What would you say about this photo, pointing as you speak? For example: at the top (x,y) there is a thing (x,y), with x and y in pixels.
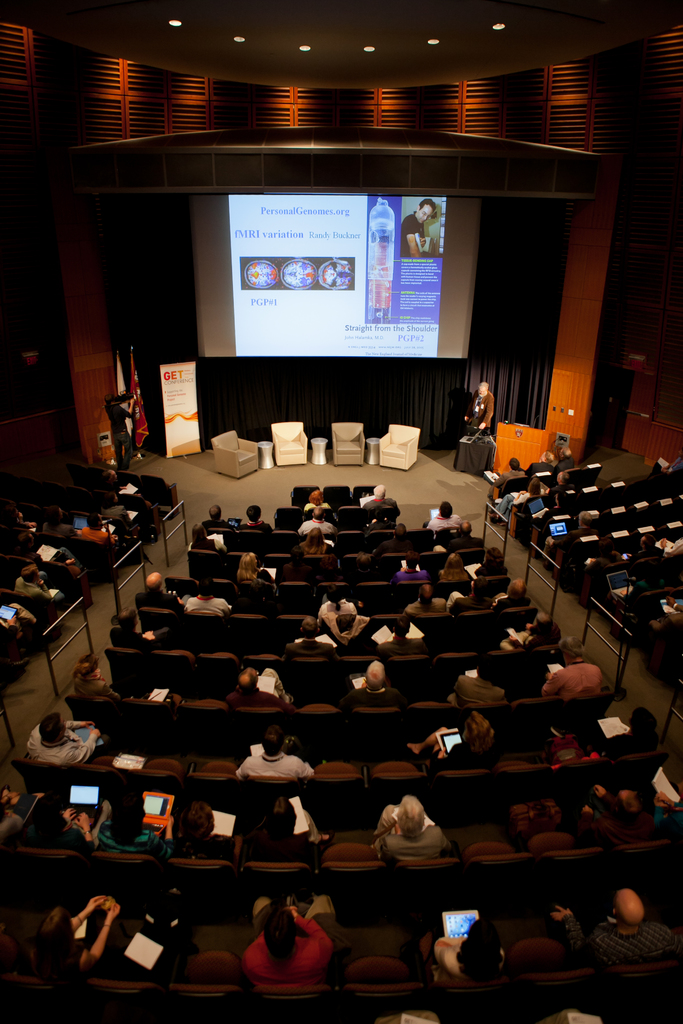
In this image we can see an auditorium (385,776). There are many people (385,826) sitting on the chairs (265,892) and holding some objects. There are many lights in the image. There are few flags (137,379) at the left side of the image (121,383). There is a podium (514,435) at the right side of the image (522,440). There is an advertising board (173,393) at the left side of the image (166,400).
